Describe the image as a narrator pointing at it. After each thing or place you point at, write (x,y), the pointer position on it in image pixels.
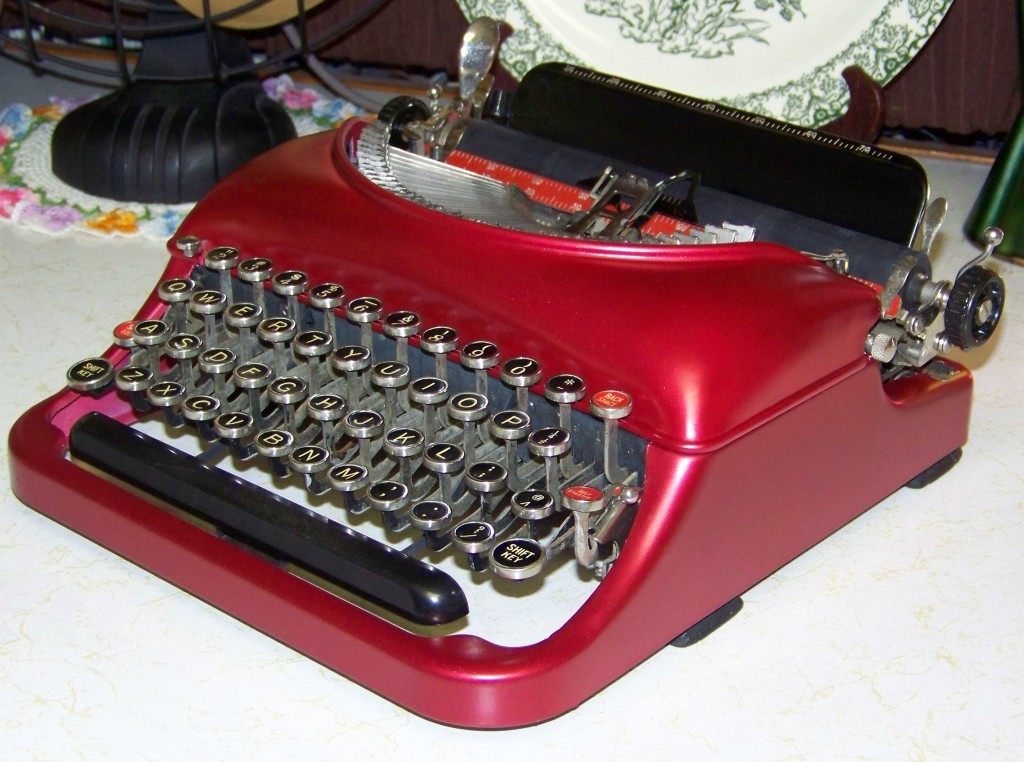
In this image I can see the typing machine (575,436) which is in red and black color. To the side I can see the plate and the black color object (211,125). These are on the white color surface (738,646).
